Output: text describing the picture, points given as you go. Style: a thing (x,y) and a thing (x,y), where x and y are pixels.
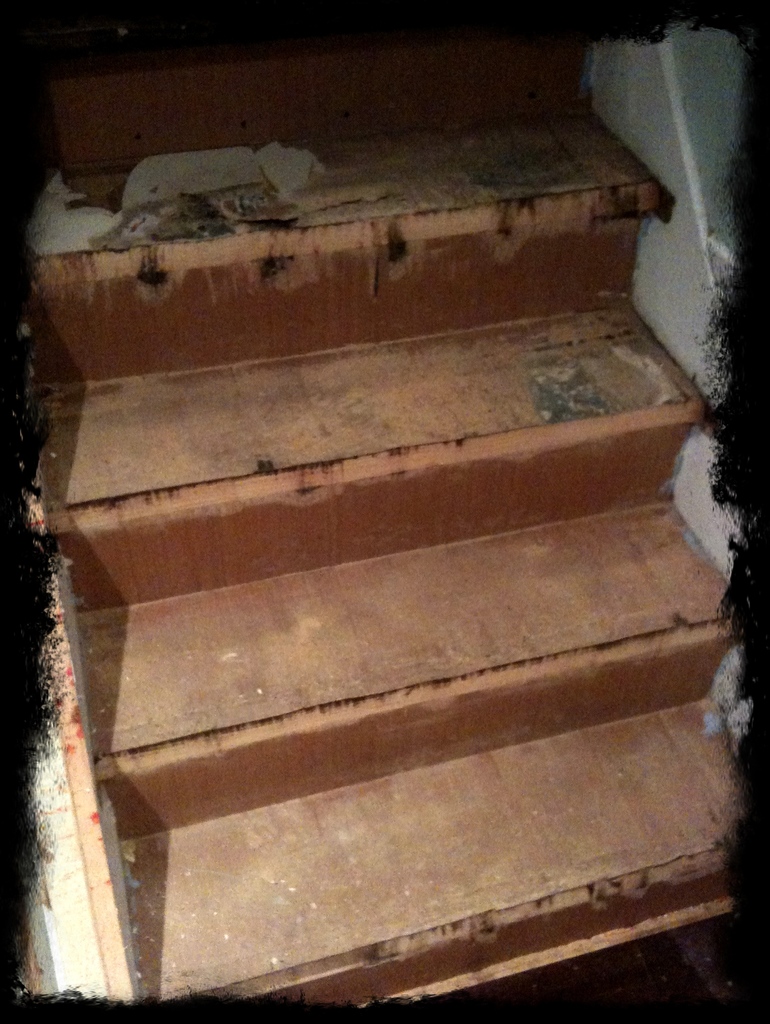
In this picture we can see a few stairs (141,309). There is a black border (4,434) visible around these stairs (193,981).
